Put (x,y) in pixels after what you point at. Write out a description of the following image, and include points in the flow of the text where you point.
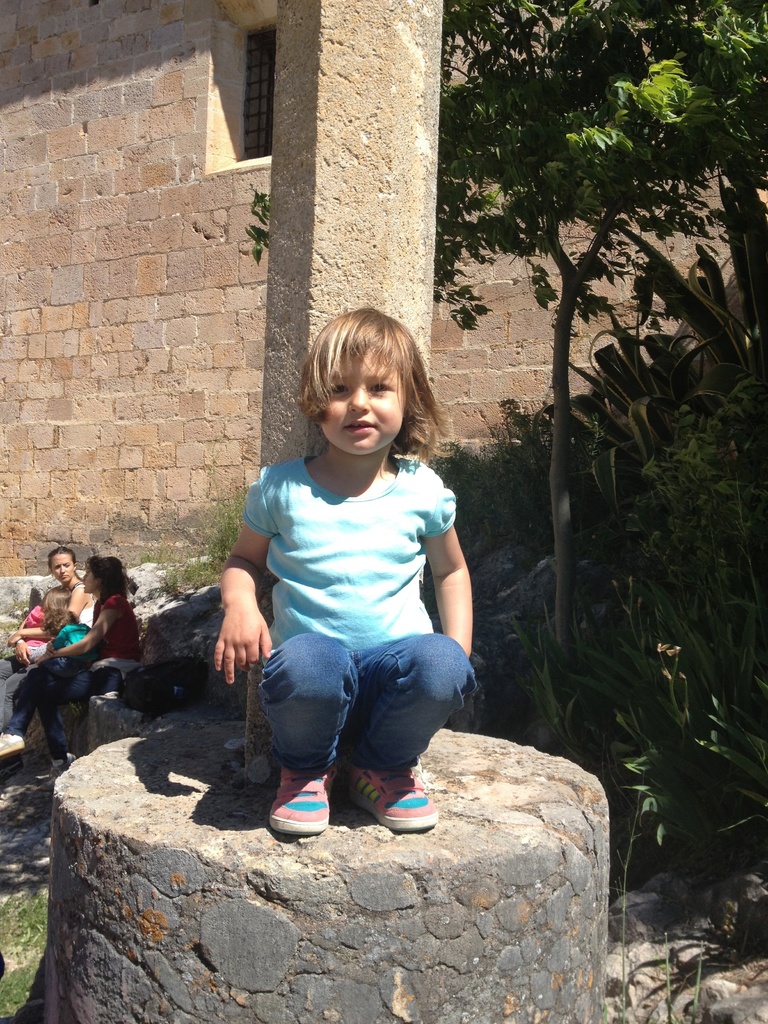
In this picture I can see a girl (302,631) in the middle (283,632), on the right side (656,392) there are trees (755,58), on left side (114,636) few persons (105,649) are sitting. In the background (552,367) there is the wall (504,386).
